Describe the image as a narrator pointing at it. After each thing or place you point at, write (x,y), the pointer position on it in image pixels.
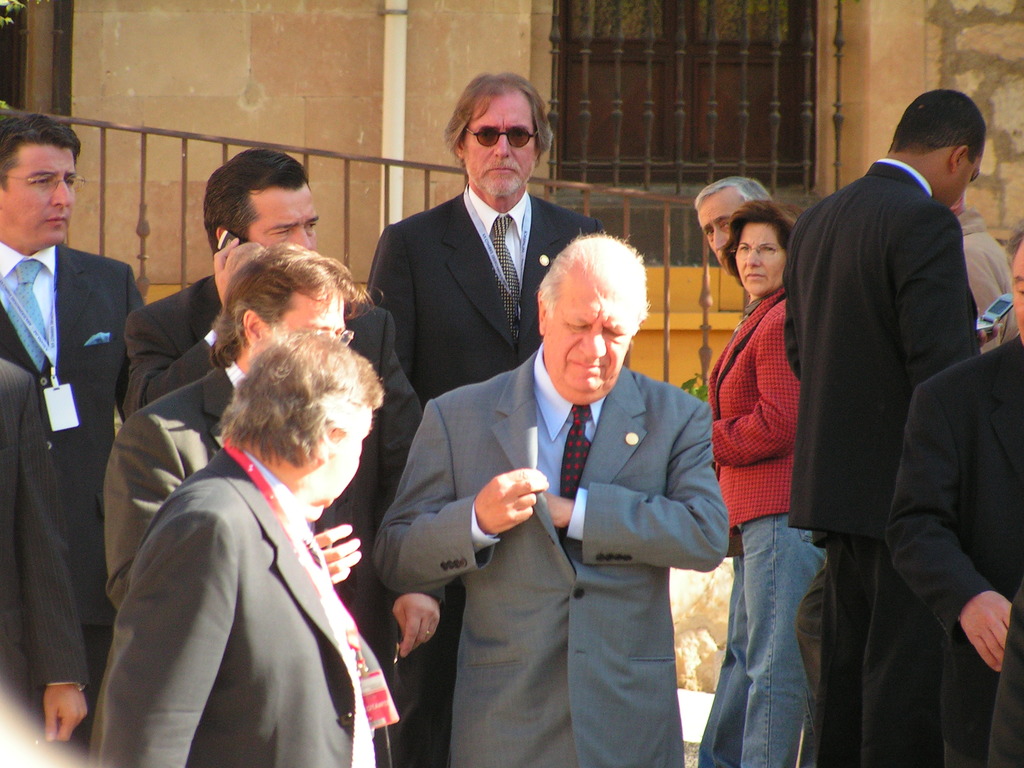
There are group of people (439,374) and we can see fence (383,179). In the background (331,16) we can see wall (330,15), window (691,94) and pipe (384,91).
